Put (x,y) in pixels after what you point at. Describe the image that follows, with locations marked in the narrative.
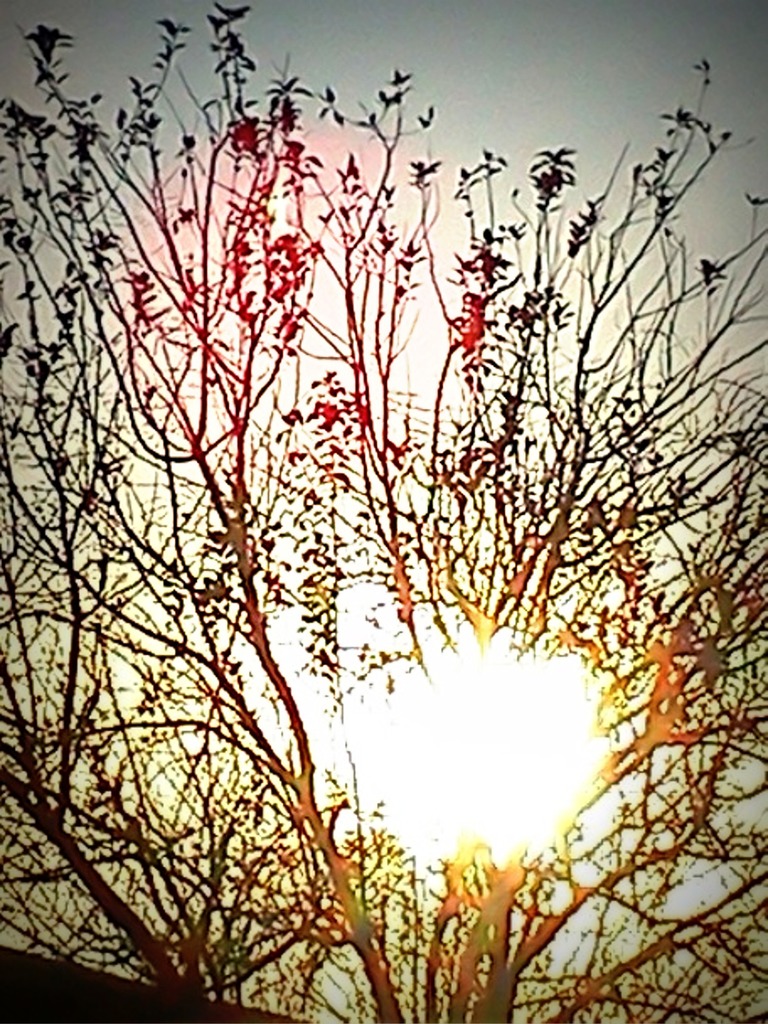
In this picture there are trees (308,752) in the foreground (317,890). At the top (532,57) there is sky (491,57) and there is a sun (569,737).
